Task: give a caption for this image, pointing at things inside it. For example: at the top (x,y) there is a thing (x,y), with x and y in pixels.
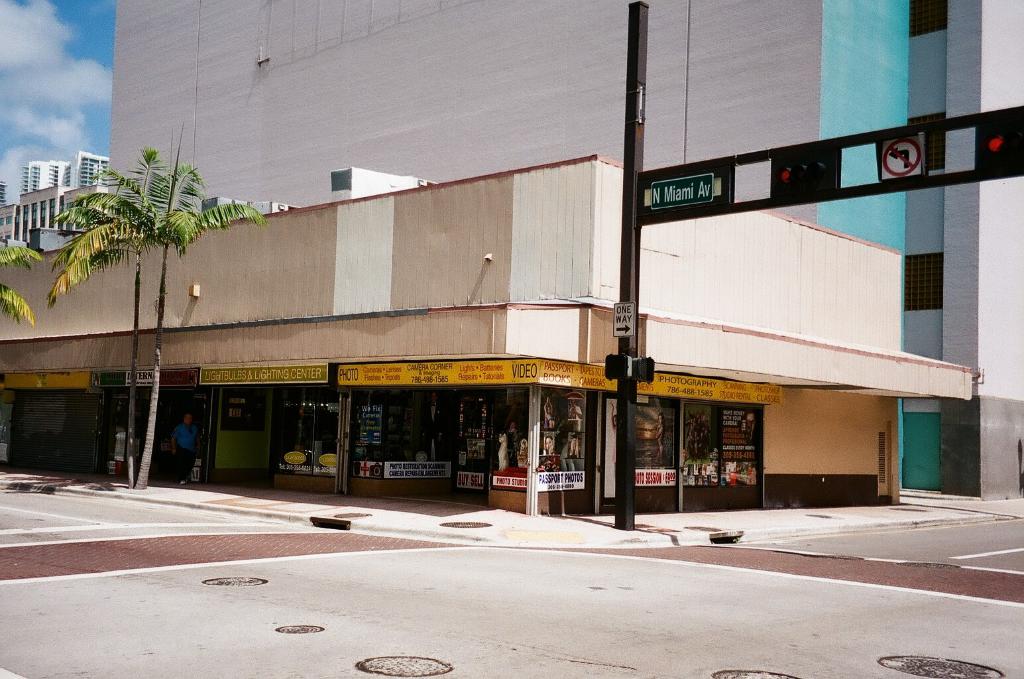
Beside the road (373,543) there are different stores (381,431) and in front of the stores (99,355) there are three tall trees (64,282), on the right side (703,190) there is a pole (619,344) and to the pole (757,153) there are caution boards (898,150) and traffic signal lights (815,170), above the stores (111,424) there is a huge building (705,74) and in the background (105,87) there is a sky (77,101).
